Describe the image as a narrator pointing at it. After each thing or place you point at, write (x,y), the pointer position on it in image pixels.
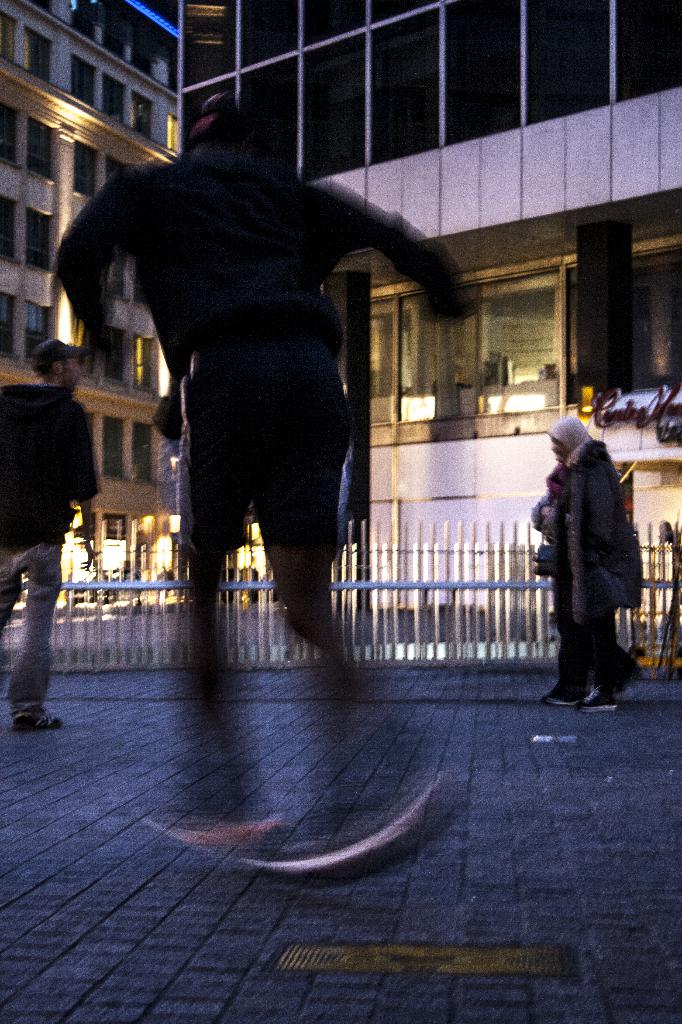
In this image I can see few people (291,425). Back I can see few buildings (69,51), windows (81,155) and fencing (416,598).
